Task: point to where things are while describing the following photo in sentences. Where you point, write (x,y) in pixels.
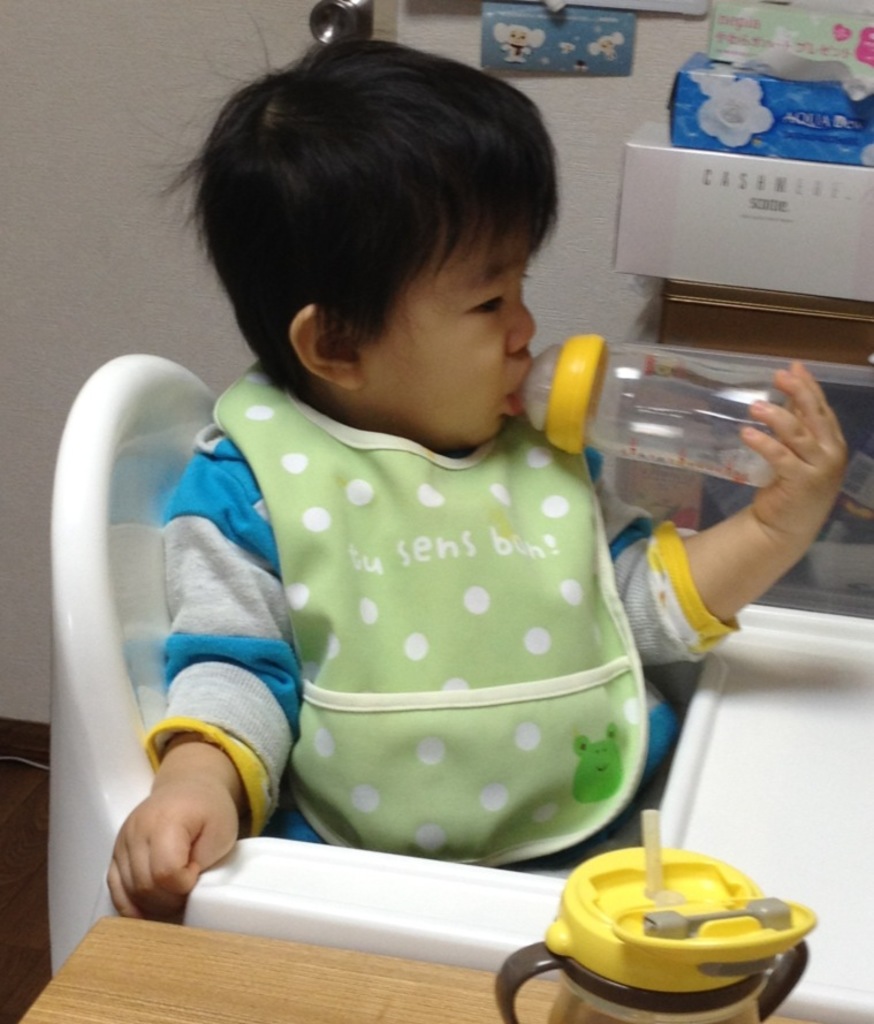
In this picture we can see a kid (499,695) is sitting on a baby dining chair (831,818) and holding a bottle (705,470), there is another bottle (644,987) at the bottom (640,1003), in the background (592,208) we can see a wall (559,93) and boxes (857,107).
